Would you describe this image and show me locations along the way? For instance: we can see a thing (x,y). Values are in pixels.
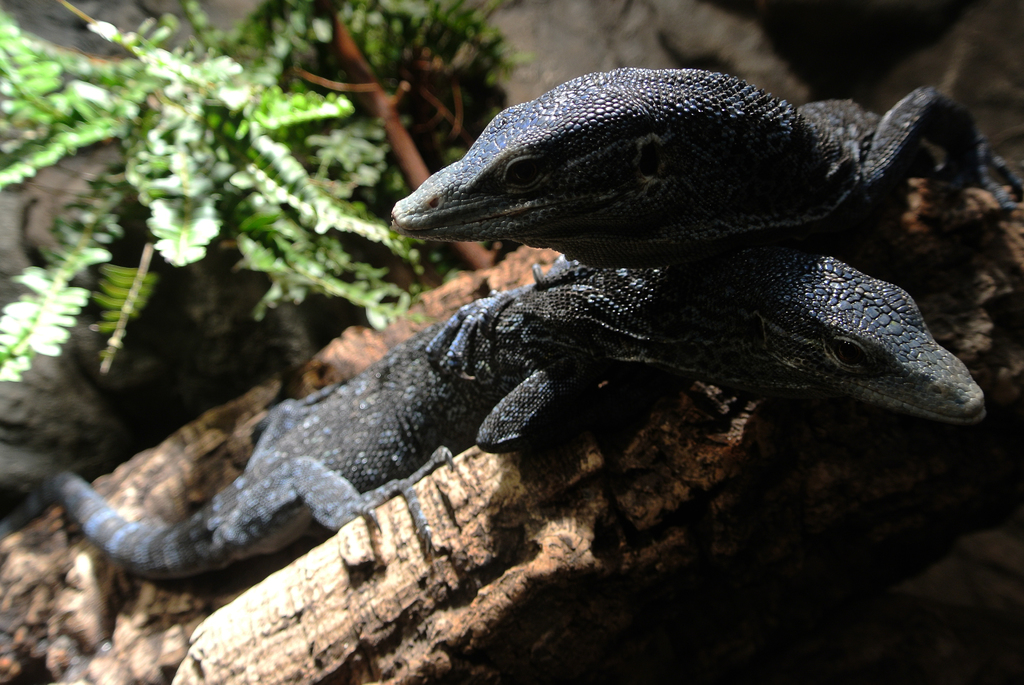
In this picture we can see two reptiles (593,325) in the front (587,251), in the background (205,154) there is a plant (239,164), it looks like a log (442,518) at the bottom (419,553).
